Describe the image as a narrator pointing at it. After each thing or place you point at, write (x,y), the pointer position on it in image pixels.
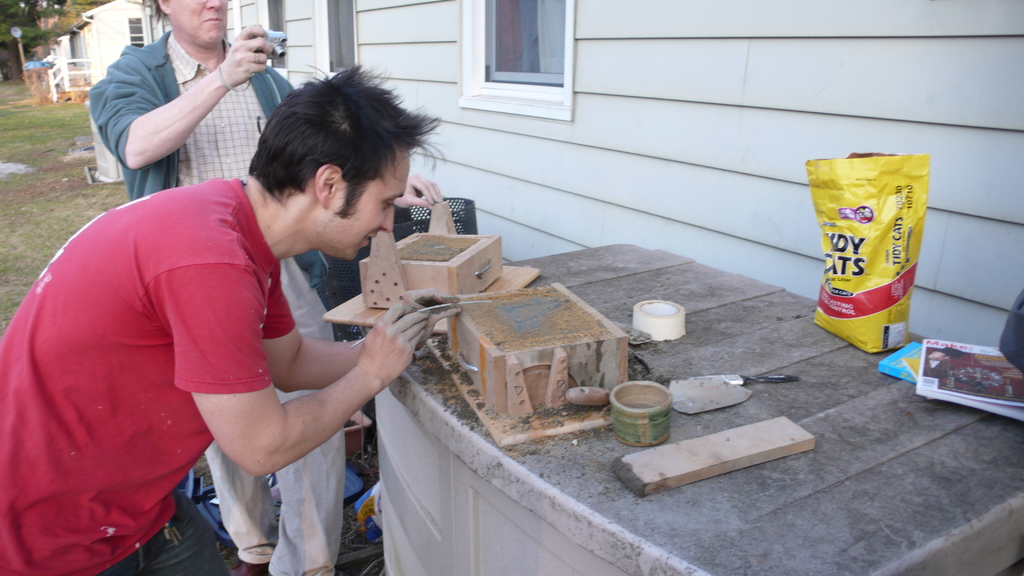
In this picture we can see a packet (881,278), tape (682,329), books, wooden objects (489,293), camera (284,40), houses (75,58), windows (489,54), grass (51,117) and some objects (531,520) and two people (230,405) standing and in the background (34,16) we can see trees (40,30).
